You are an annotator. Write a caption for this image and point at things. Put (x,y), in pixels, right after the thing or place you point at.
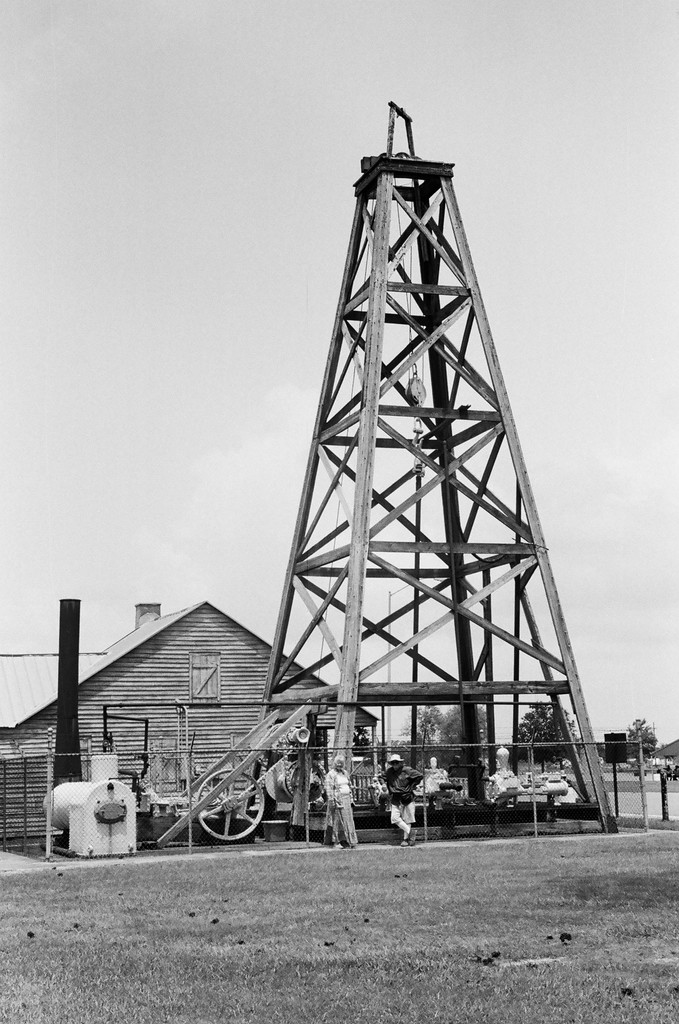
This is a black and white picture. In this image, we can see tower (516,549), house (163,729), poles (49,793), people (349,820), wheel (201,813), walkway (2,870) and few objects (96,835). In the background (666,713), we can see the trees (520,728) and sky (274,440).
